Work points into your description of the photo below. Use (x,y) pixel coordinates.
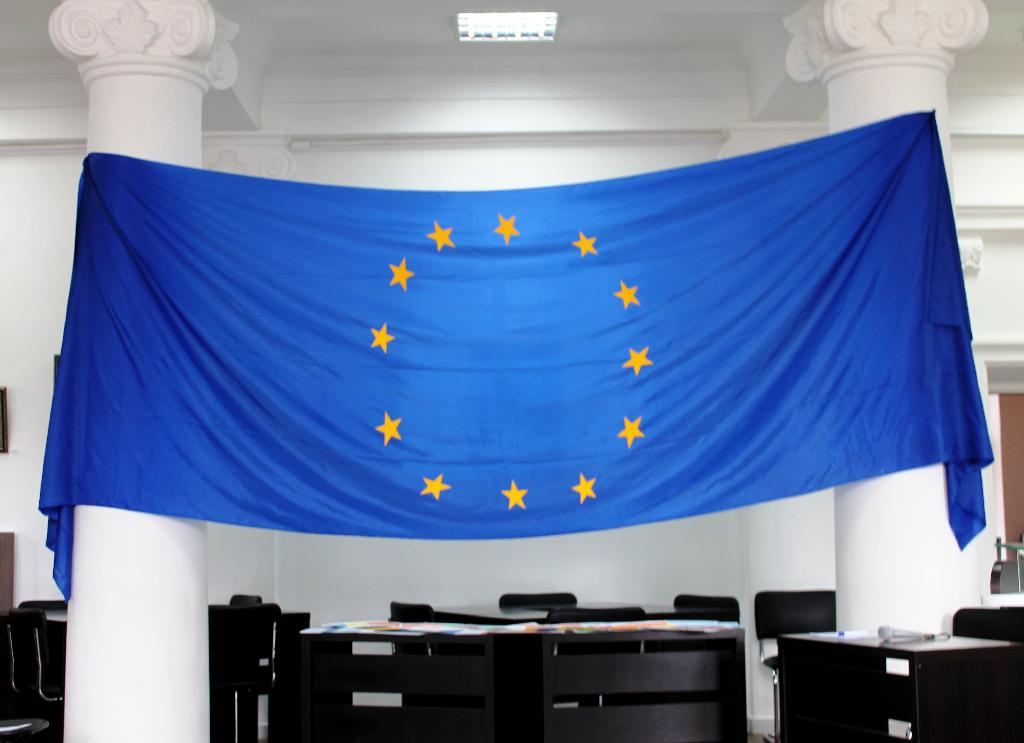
In this picture we can see a cloth (714,286) which is in blue color. These are the pillars (865,582). There are chairs (968,617) and this is table (933,657). On the background (593,139) there is a wall (528,89). And this is light (494,20).
